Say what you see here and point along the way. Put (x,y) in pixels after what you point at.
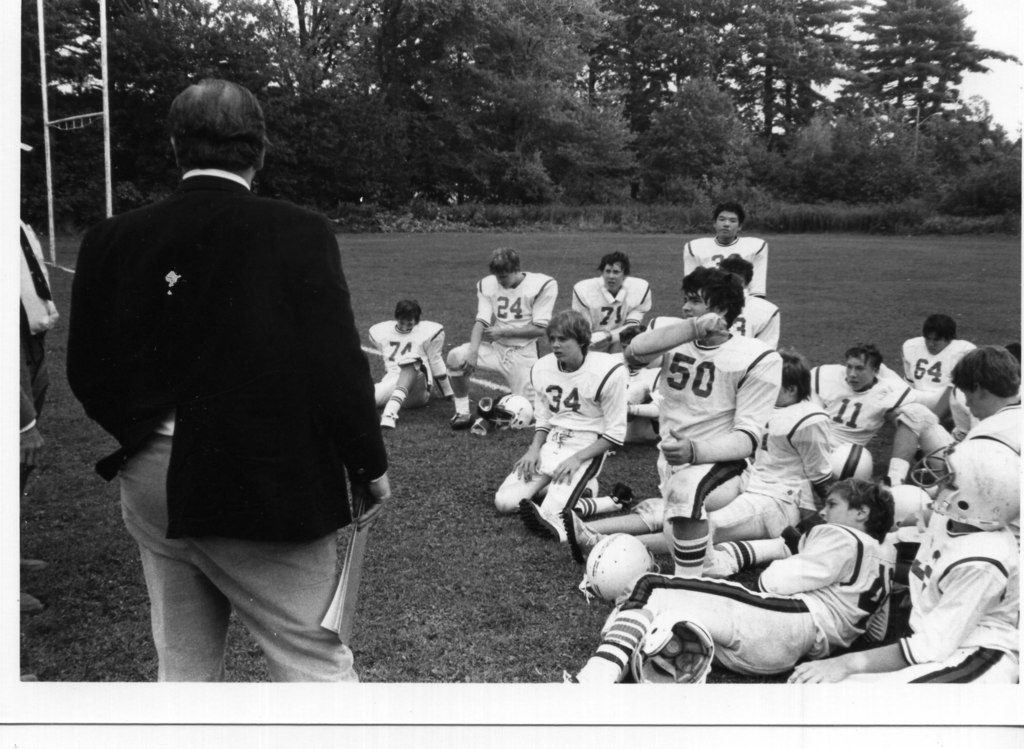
In this image there are boys (734,469) sitting on the ground (470,490). There are helmets (519,406) on the ground (452,520). To the left (219,444) there is a man (255,441) standing. He is holding papers (344,579) in his hand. In the background (363,150) there are trees (596,111) and plants (755,209). At the top (972,12) there is the sky (996,7). In the top left (106,69) there are poles (104,99) on the ground (440,525).
